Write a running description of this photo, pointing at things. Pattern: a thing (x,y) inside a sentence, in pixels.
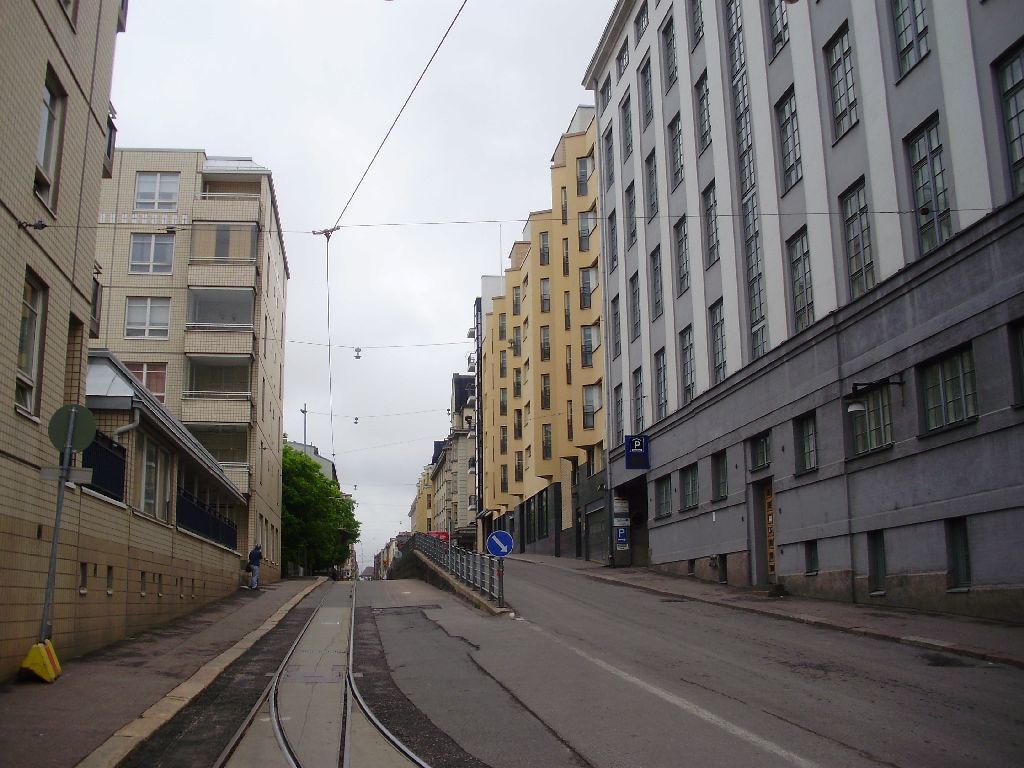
In this image, we can see buildings (490,453), walls (765,386), windows (23,391), sign boards (498,547), poles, banners (638,462), sticker (623,537), railing (495,587) and roads (491,674). Background (298,484) we can see trees (335,503) and sky (355,283). Here a person (254,577) is standing on the walkway (256,591).
